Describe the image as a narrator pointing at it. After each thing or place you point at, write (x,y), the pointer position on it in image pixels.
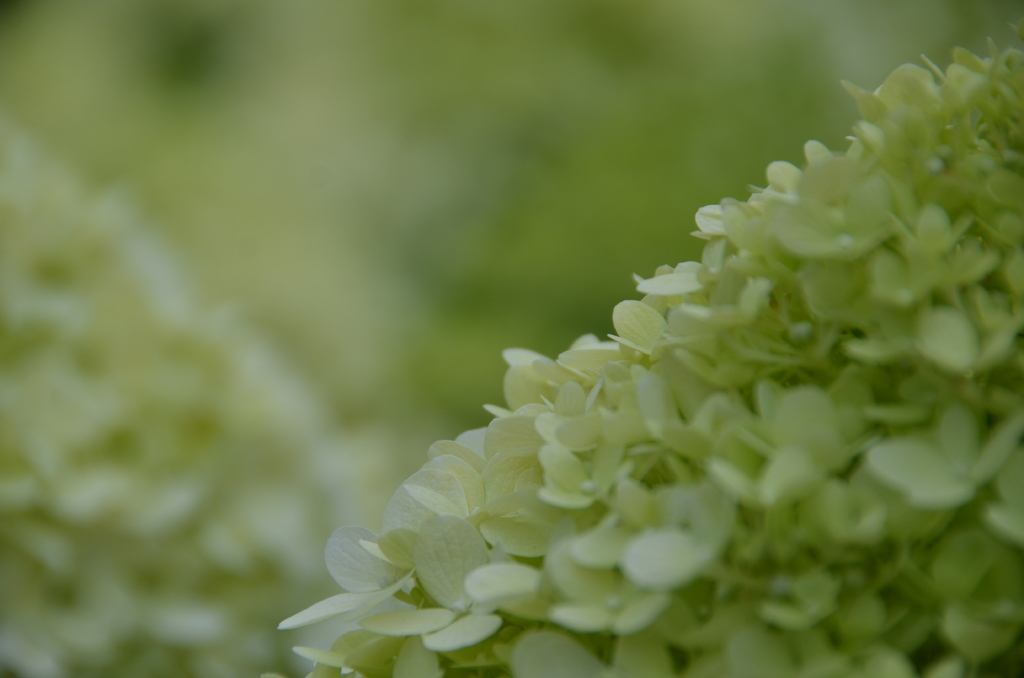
As we can see in the image in the front (892,415) there are white color flowers (706,524) and the background (295,145) is blurred.
